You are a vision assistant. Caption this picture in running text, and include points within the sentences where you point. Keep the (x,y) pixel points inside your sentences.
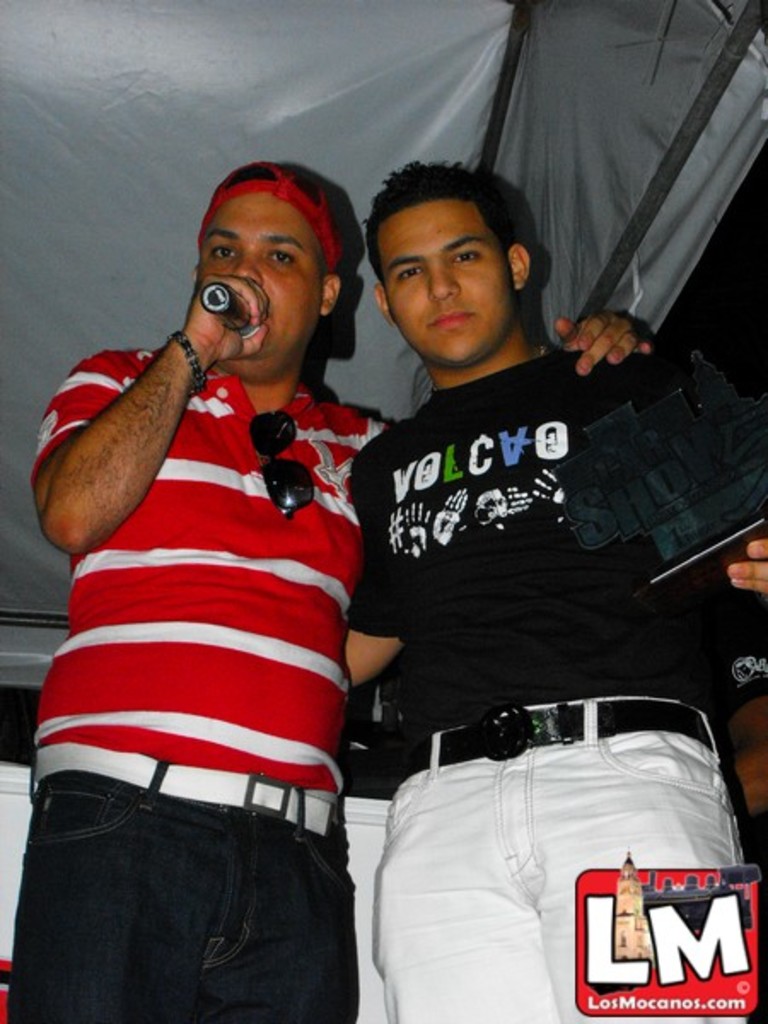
In the center of the image (343,455) we can see two men (329,587) standing on the floor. In the background (24,50) we can see tent (127,17), wall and sky (678,319).
